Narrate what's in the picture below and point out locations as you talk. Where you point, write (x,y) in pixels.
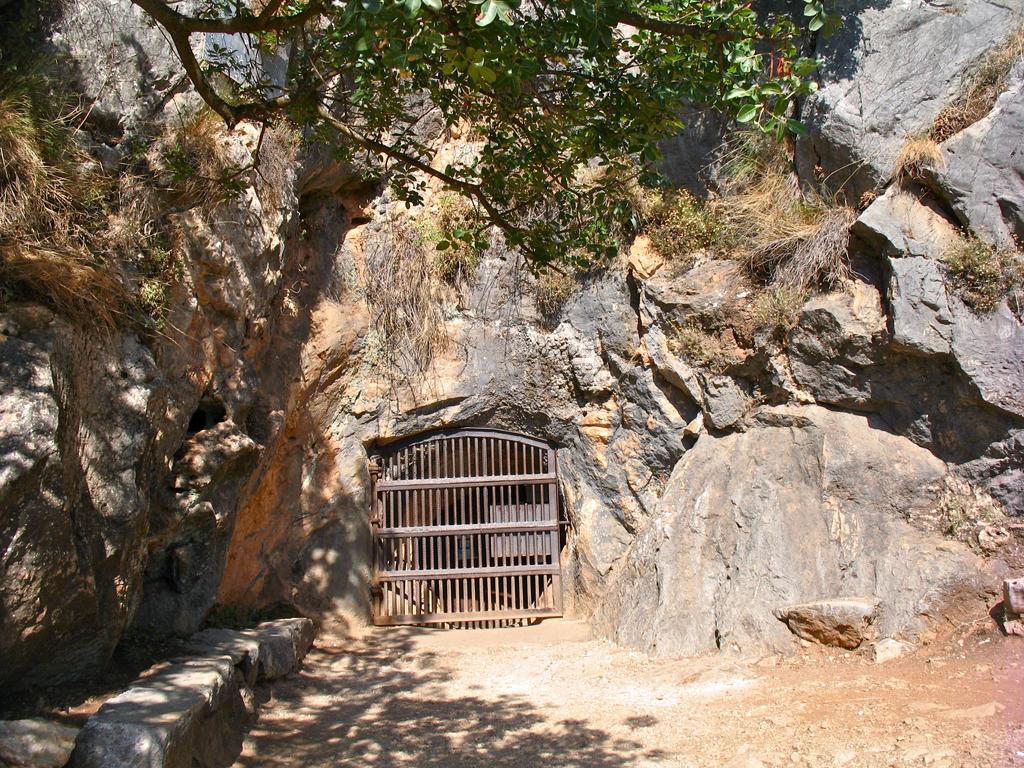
In the image there are rocks (567,600). There is a rock (568,556) with a gate (558,523). At the top of the image (305,38) there are branches (656,28) with leaves (626,150). And also there are small plants (31,255) on the rocks (943,87).
